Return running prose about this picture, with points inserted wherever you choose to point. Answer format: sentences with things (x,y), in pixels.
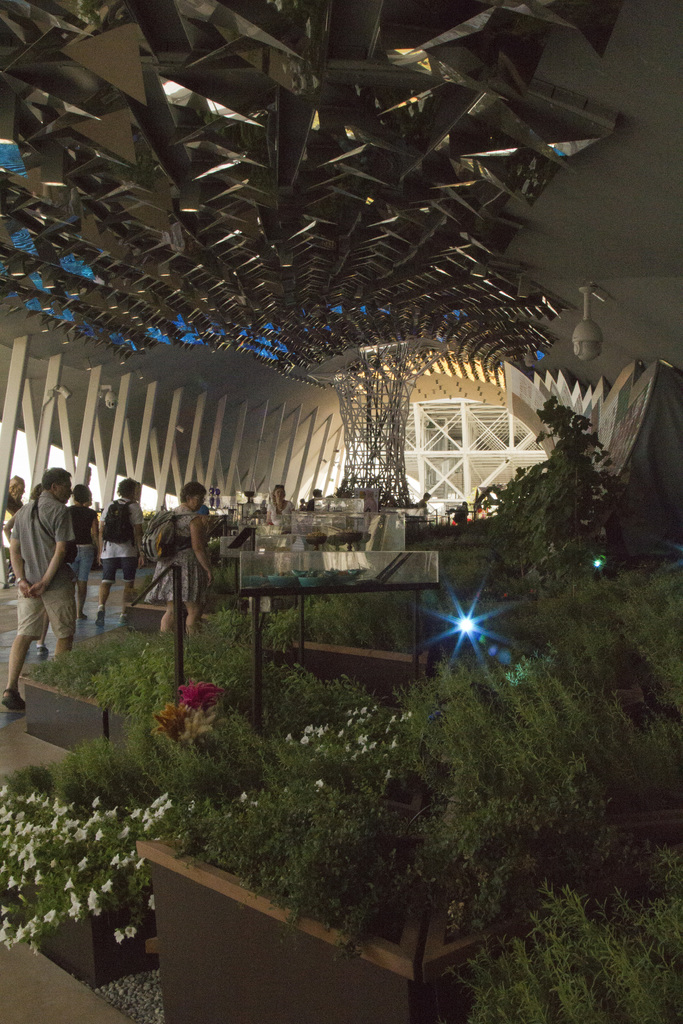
In this image, on the left (171,556) there are many people (191,531). In the middle (437,666) there are plants (315,799), lights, people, architecture (370,410), Cc-camera (587,351) and a wall (625,369).
